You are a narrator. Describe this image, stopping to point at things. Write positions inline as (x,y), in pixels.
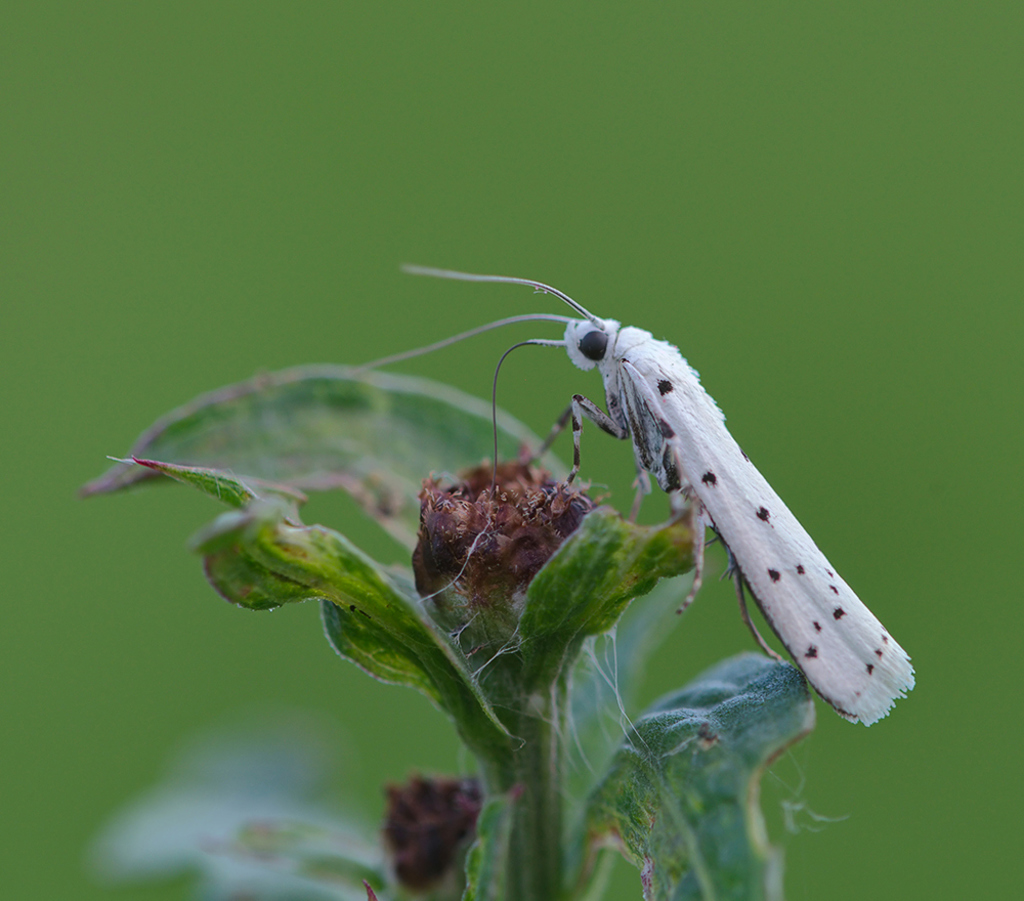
In the image we can see an insect (747,497), white and black in color. The insect (721,503) is sitting on the plant (493,587) and the background (168,329) is green in color.
